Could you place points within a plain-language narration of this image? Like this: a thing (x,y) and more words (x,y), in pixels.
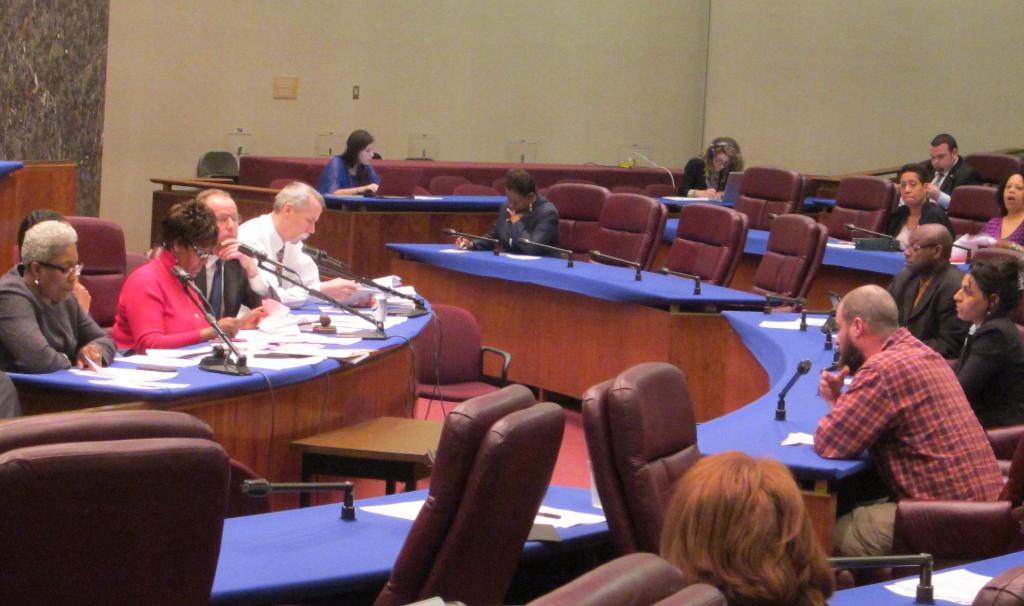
In this image I see lot of people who are sitting on the chairs (478,533) and there is a desk (375,243) in front of them. In the background (590,154) I can see the wall (286,153).
